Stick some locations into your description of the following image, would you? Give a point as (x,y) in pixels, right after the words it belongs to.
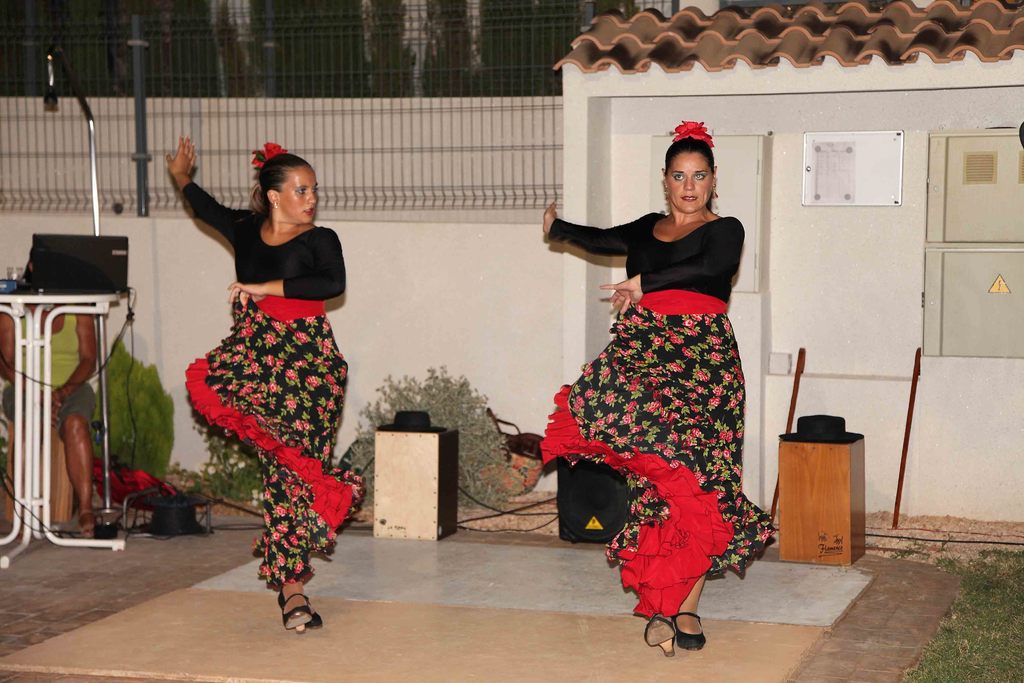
In this image we can see two women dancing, one big wall (458,218) with netted fence (334,77). One pole (139,102), one mike (48,76), one table (27,329) is there. One woman (78,346) is sitting on a chair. One speaker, two drums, one laptop (68,274), some objects (13,276) are there on the table (3,298). Some grass (1000,631), bushes (125,412) is there near to the wall (859,217). There is a small house (887,251), some boards (863,188) are attached to the wall (789,179) and some objects (175,527), wires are there.
